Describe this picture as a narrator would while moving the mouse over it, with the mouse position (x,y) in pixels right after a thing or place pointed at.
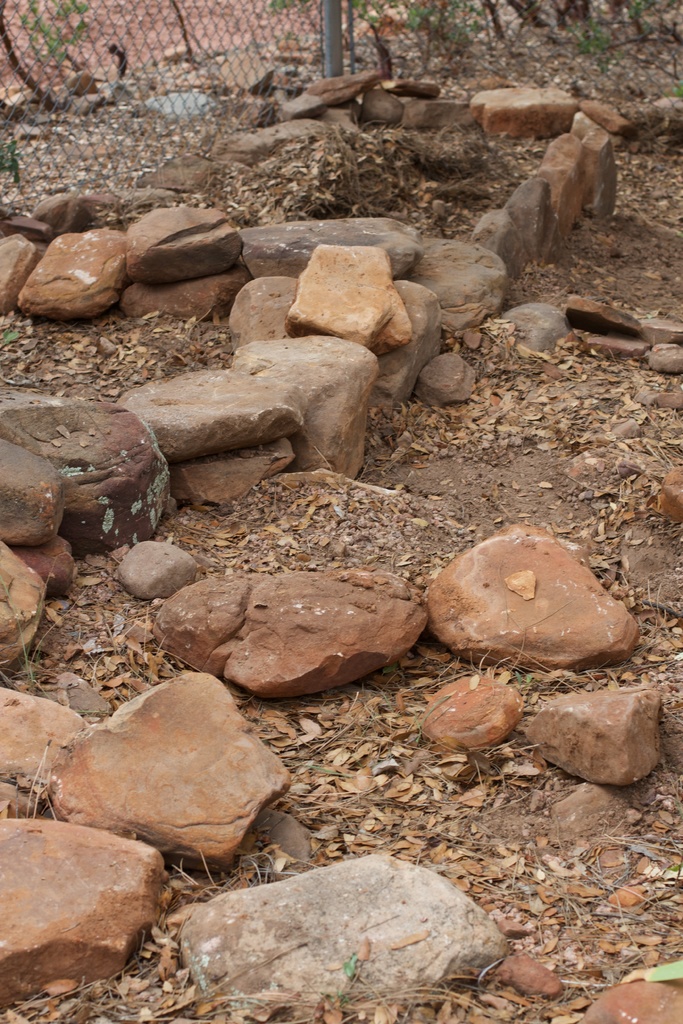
In this picture there are stones (488,700) and dry leaves (634,188). At the top (302,40) there are plant (48,48), fencing (271,41) and dry leaves (536,54).
